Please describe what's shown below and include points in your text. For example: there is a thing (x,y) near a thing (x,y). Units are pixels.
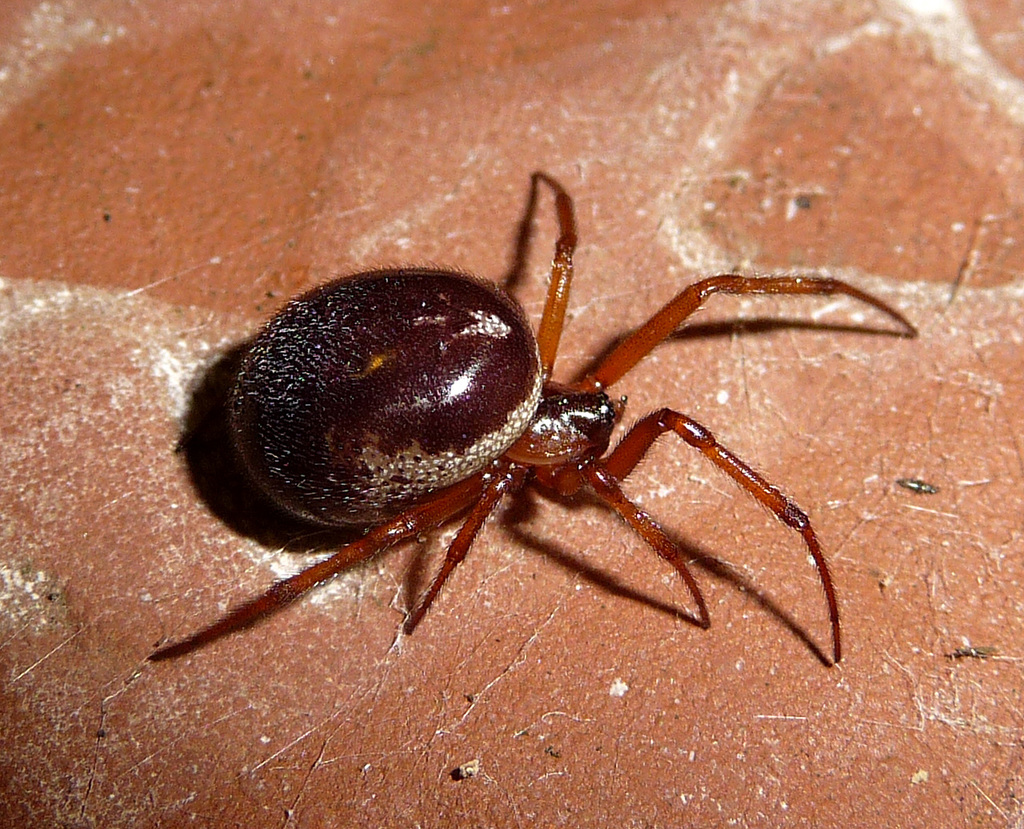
In this image in the center (463,460) there is one spider (545,438) on the wall (637,497).
